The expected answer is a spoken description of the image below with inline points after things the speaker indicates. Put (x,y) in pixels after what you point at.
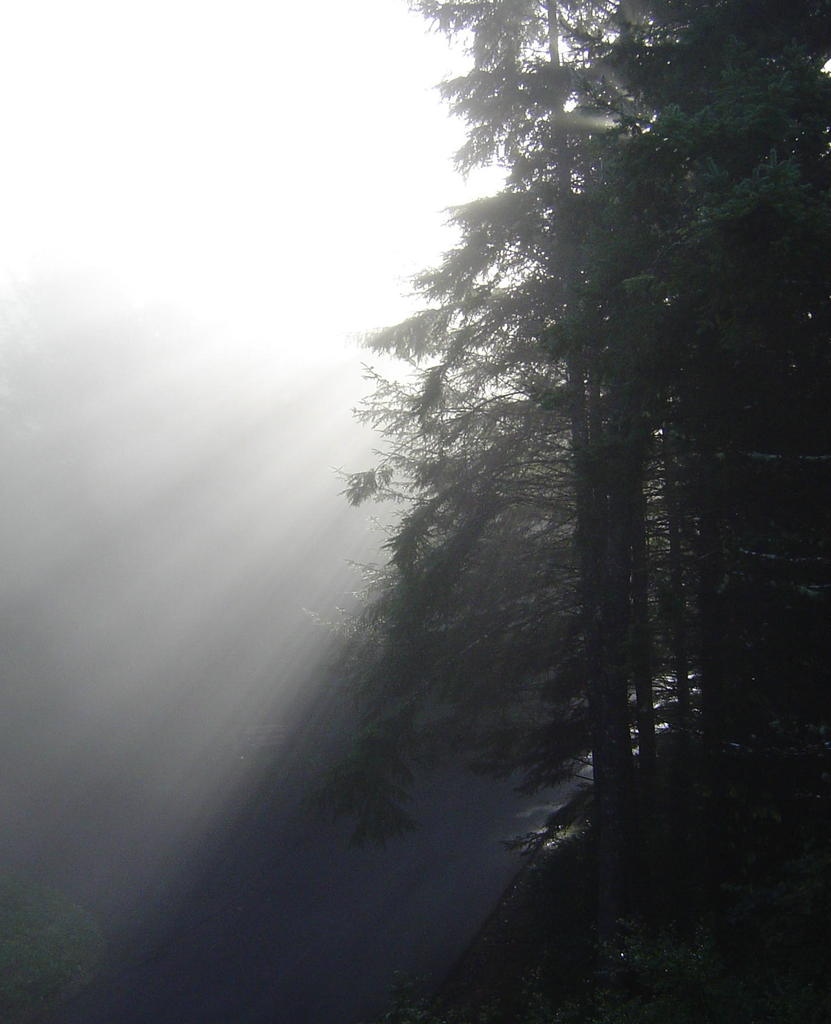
This image consists of grass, plants (553,867), trees (666,430), sunlight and the sky (297,405). This image is taken may be during a day.
